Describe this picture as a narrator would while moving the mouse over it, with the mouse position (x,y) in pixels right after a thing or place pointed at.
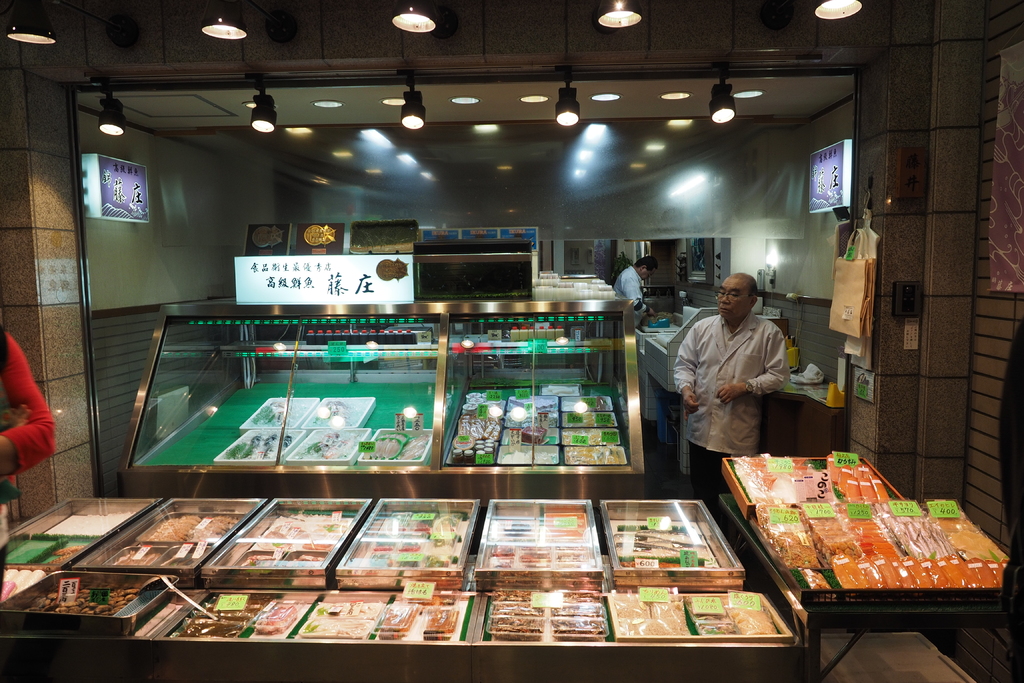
In this image we can see food stalls (418,568). There are people (690,413). At the top of the image (733,95) there is ceiling (484,110) with lights (262,11).
